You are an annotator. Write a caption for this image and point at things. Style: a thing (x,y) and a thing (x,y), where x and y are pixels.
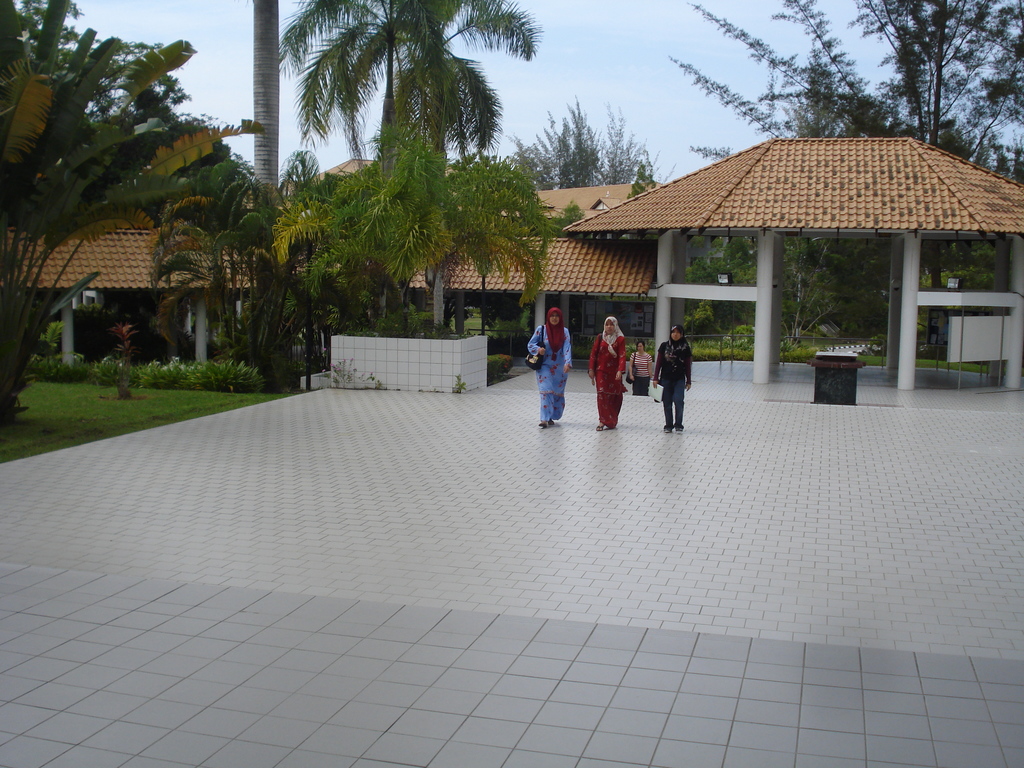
In this image we can see a few people (600,357), some of them are wearing bags (531,358), there are plants (323,250), trees (489,223), houses (715,219), also we can see the sky (513,62).
